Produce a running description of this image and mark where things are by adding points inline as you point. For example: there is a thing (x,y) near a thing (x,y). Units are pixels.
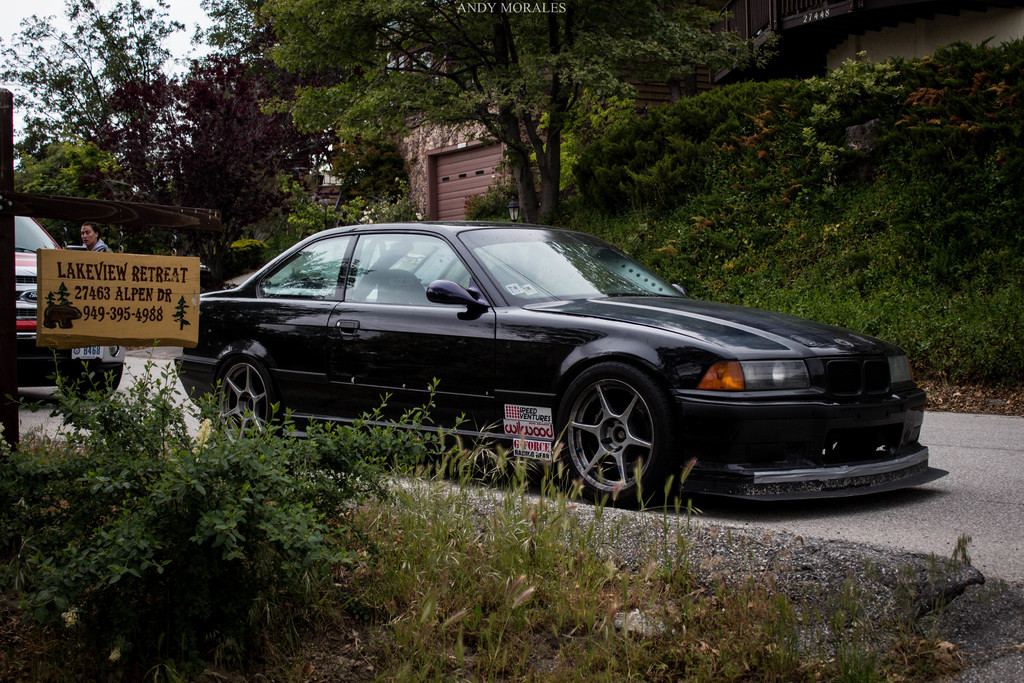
This picture is taken on the wide road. In this image, in the middle (442,302), we can see a car (433,303) which is placed on the road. On the left side (86,320), we can see a board (179,321) with some text (134,319) written on it. On the left side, we can also see another car (88,366) which is placed on the road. In the background (498,155), we can see some trees (543,150) and plants (682,176), buildings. At the top (211,25), we can see a sky (169,20), at the bottom (931,497), we can see a road (900,524) and some plants (270,486) and a grass (370,539).
